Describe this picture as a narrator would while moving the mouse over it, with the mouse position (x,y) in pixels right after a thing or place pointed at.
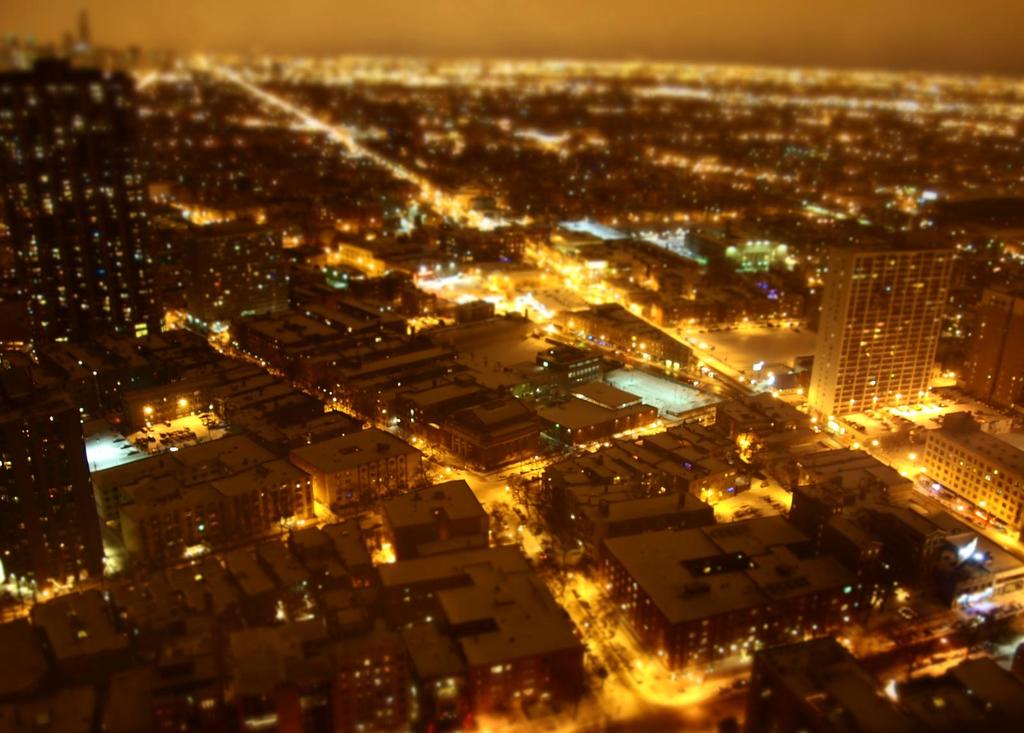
This image is an aerial view of buildings (645,637), roads (618,626) and vehicles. We can see lights (491,290).
